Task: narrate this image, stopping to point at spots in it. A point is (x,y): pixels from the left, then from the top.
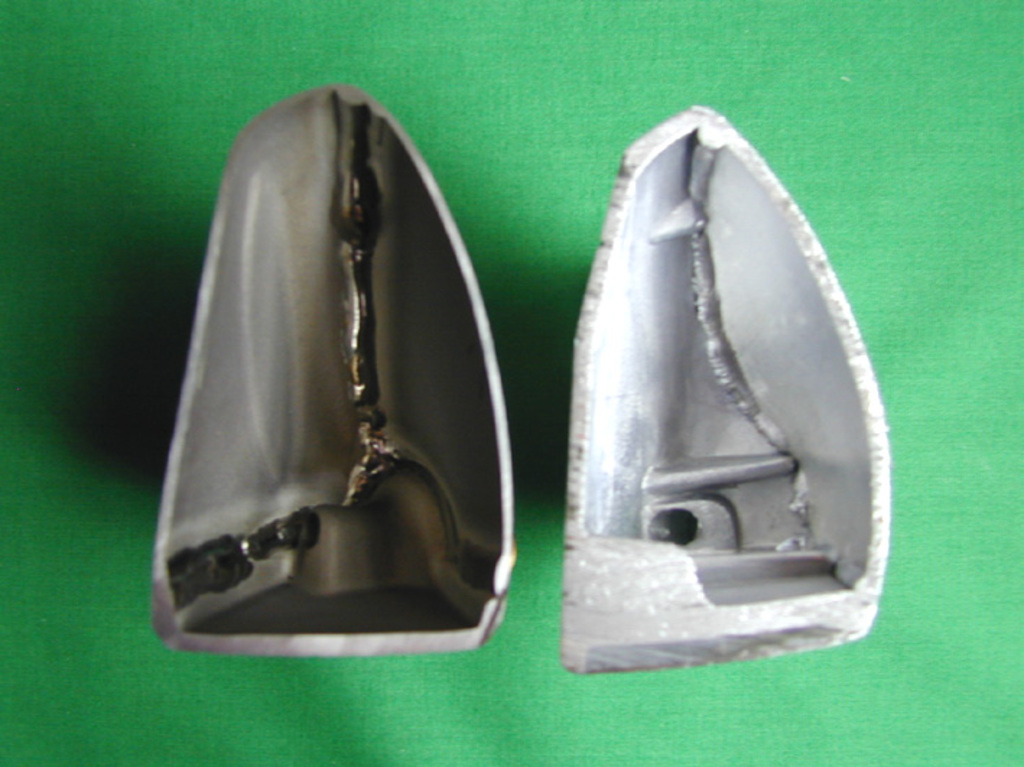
In the image there are two broken metal pieces (618,383) on the green floor (90,416).
